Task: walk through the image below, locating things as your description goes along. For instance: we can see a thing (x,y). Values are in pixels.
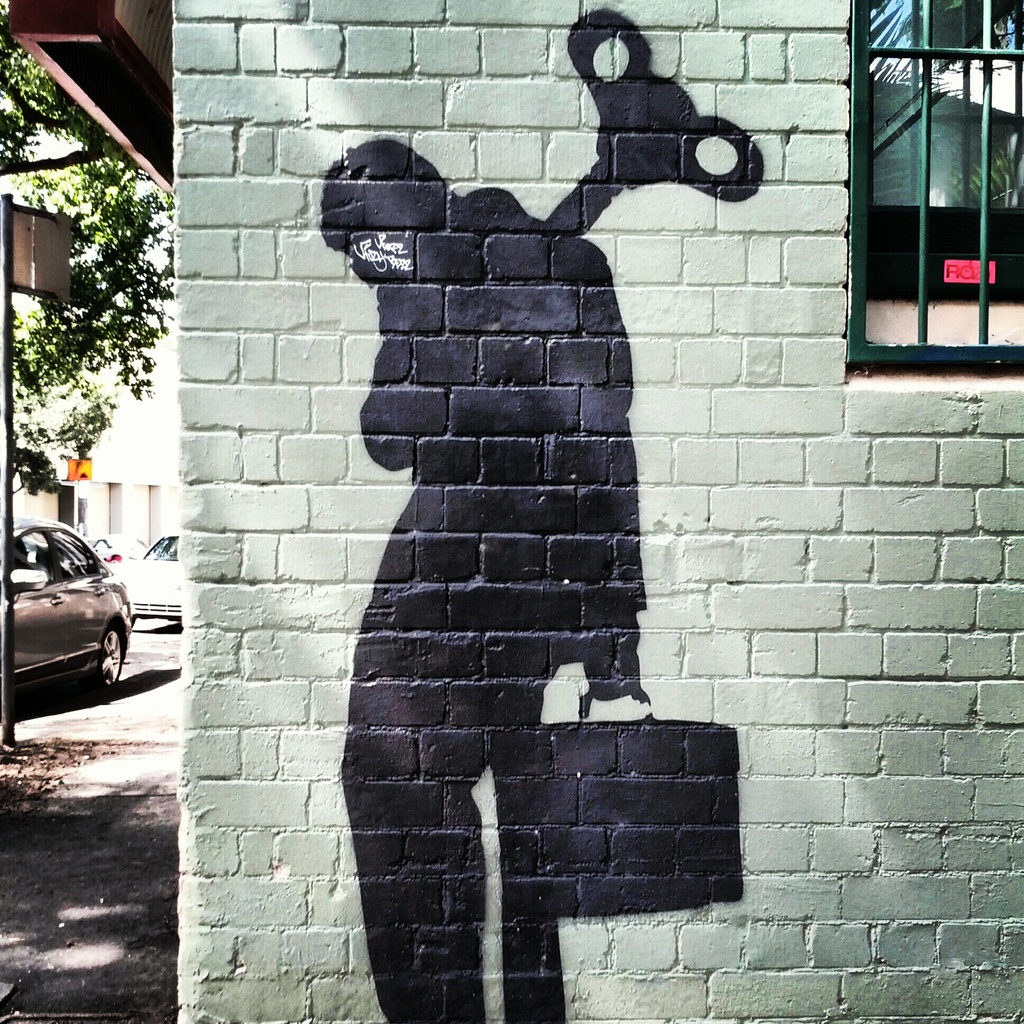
In this image, we can see a brick wall (378,598) and a window (917,317). We can see the painting (581,735) of a person (508,919) holding an object (619,740) is on the wall (612,570). We can see the ground (85,699). There are a few vehicles (45,536), a pole (11,202) with a board (33,235). We can see a tree (38,376).
